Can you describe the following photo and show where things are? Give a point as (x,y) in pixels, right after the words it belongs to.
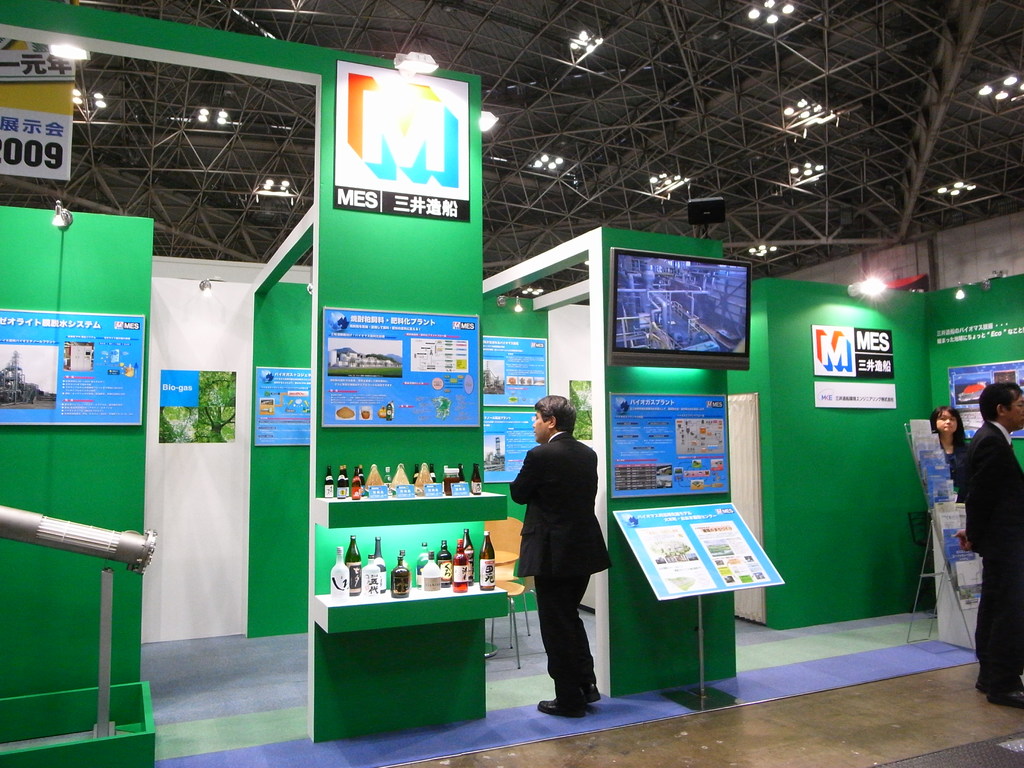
In the center of the image (570,462) we can see person (591,682) standing on the floor (573,753). On the right side of the image (712,282) we can see television (657,301), advertisement (701,422) and books (950,518) arranged in shelves (955,590). In the center of the image (346,392) we can see bottles (467,561), advertisements (415,409) arranged in shelves (349,519). In the background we can see lights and iron bars (165,125).
